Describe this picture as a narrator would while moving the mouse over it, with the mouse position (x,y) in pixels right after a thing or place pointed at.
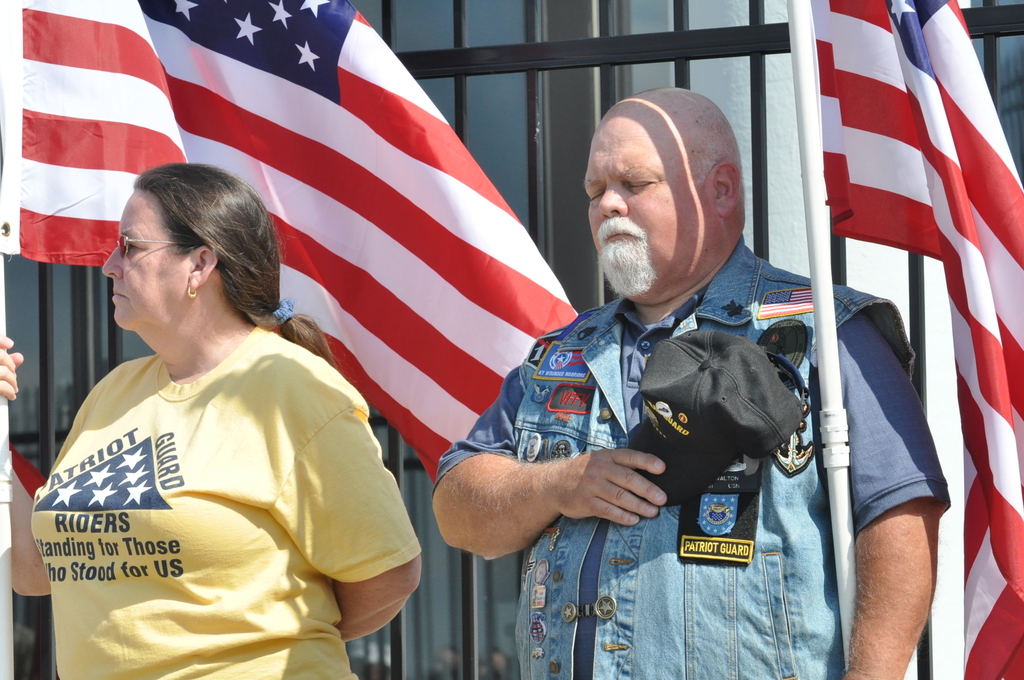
In this image in the center (610,350) there is one man (619,368) and one woman (143,442) who are standing and man (594,474) is holding a cap (701,409), and he is holding a pole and flag (848,173) and woman (198,370) also holding one pole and flag (367,211). In the background (37,355) there is a fence (46,335) and wall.
